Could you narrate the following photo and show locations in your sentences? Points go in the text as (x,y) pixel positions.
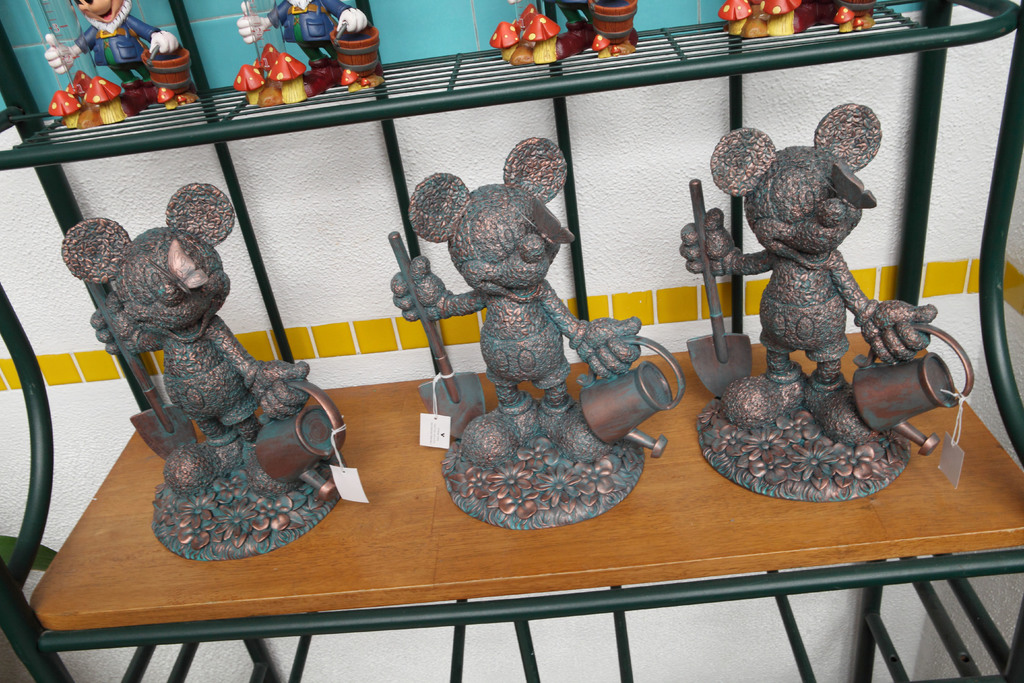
In this picture, we see three toys (488,360) are placed on the table (470,534). These toys (575,493) have price tags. Behind that, we see a white wall (360,220). At the top (279,94), we see four toys (288,77) are placed in the rack (430,109). In the background (441,42), we see a blue wall (429,42).
